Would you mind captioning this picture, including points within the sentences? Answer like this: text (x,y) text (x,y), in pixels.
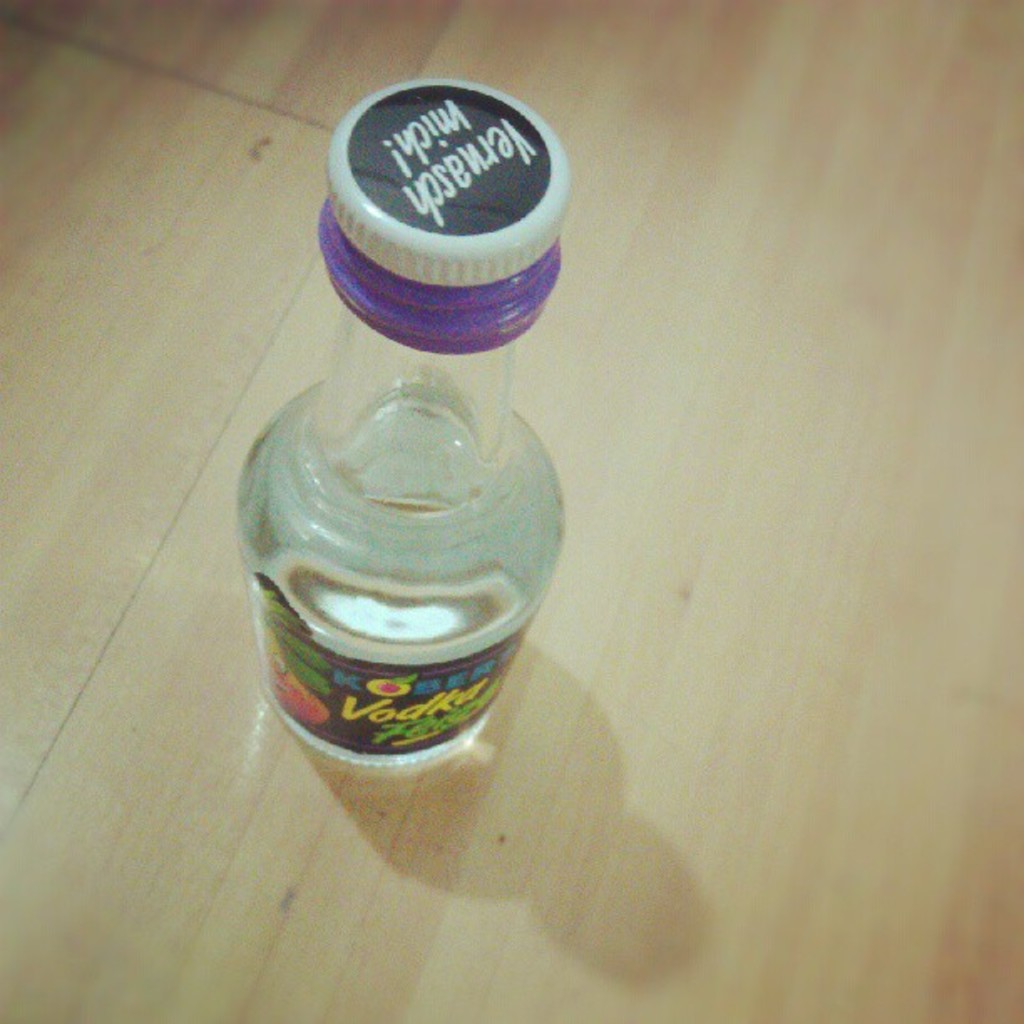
This is a glass bottle (379,500) which is placed on a wooden table (655,466).
